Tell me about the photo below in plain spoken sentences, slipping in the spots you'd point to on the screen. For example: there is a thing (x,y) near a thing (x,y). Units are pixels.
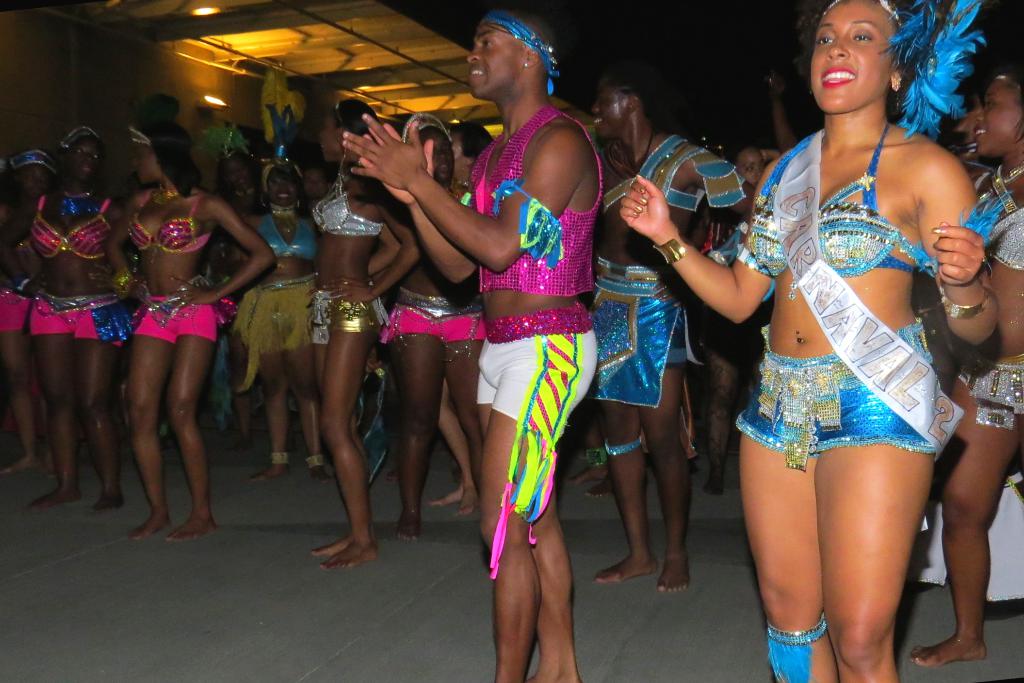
This picture is clicked inside. In the center (563,332) we can see the group of men and women (524,250) standing on the ground (590,662) and seems to be dancing. At the top (136,22) there is a roof (211,22) and we can see the ceiling lights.
